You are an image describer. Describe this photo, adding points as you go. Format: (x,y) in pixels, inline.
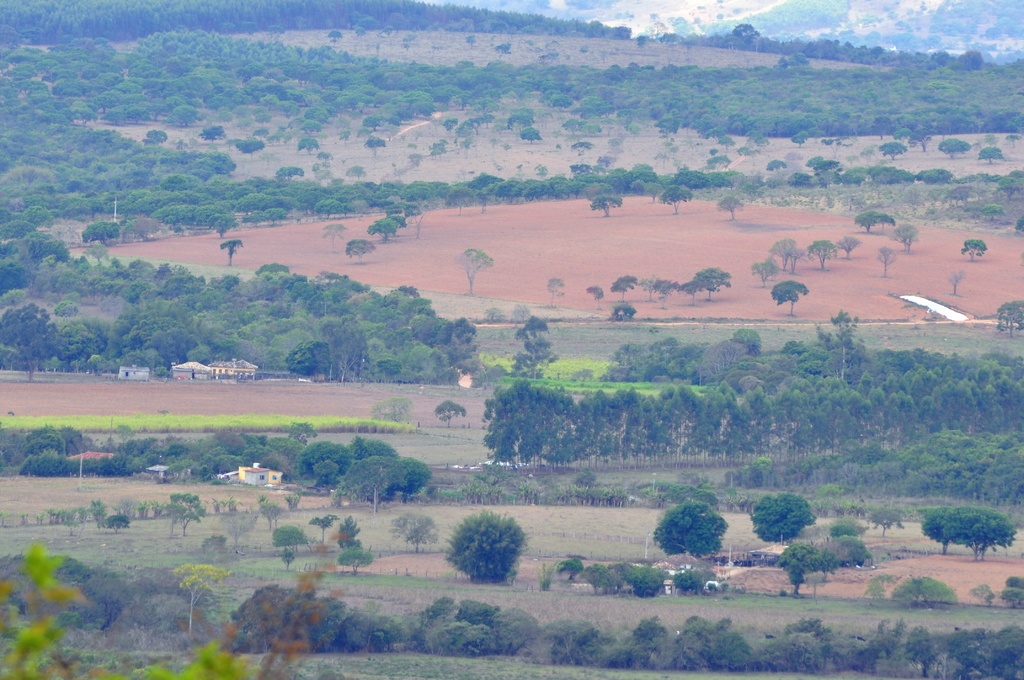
These are the trees (1000,417) on the soil (365,410), few houses (259,474) are also there on it.
